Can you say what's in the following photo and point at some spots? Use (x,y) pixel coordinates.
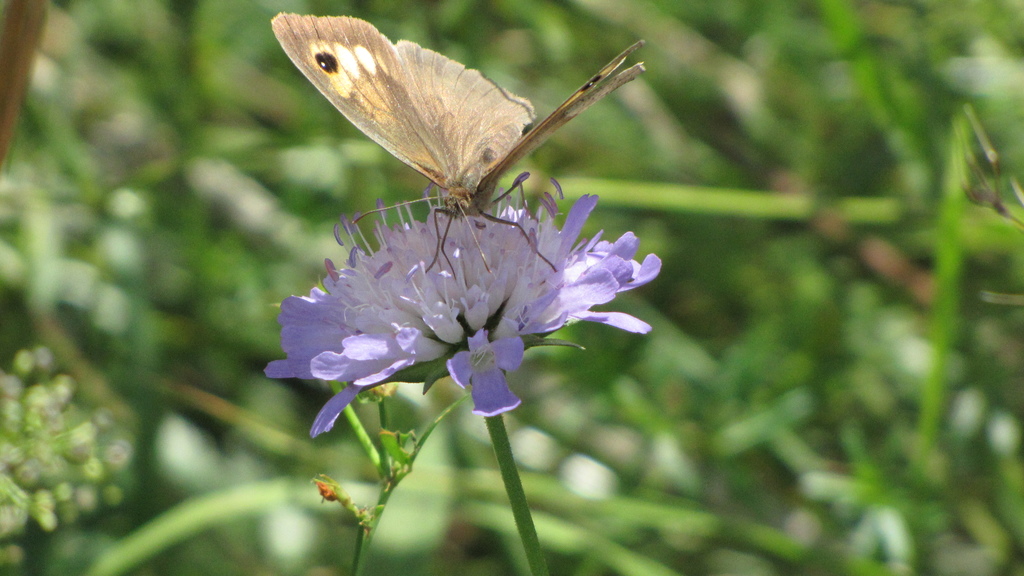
In this image I can see the white and purple color flower (465,383) to the plant (516,501). I can see the brown and cream color butterfly (430,181) on the flower (470,276). In the background (759,423) I can see few more plants (590,226) but the background (56,564) is blurred.
